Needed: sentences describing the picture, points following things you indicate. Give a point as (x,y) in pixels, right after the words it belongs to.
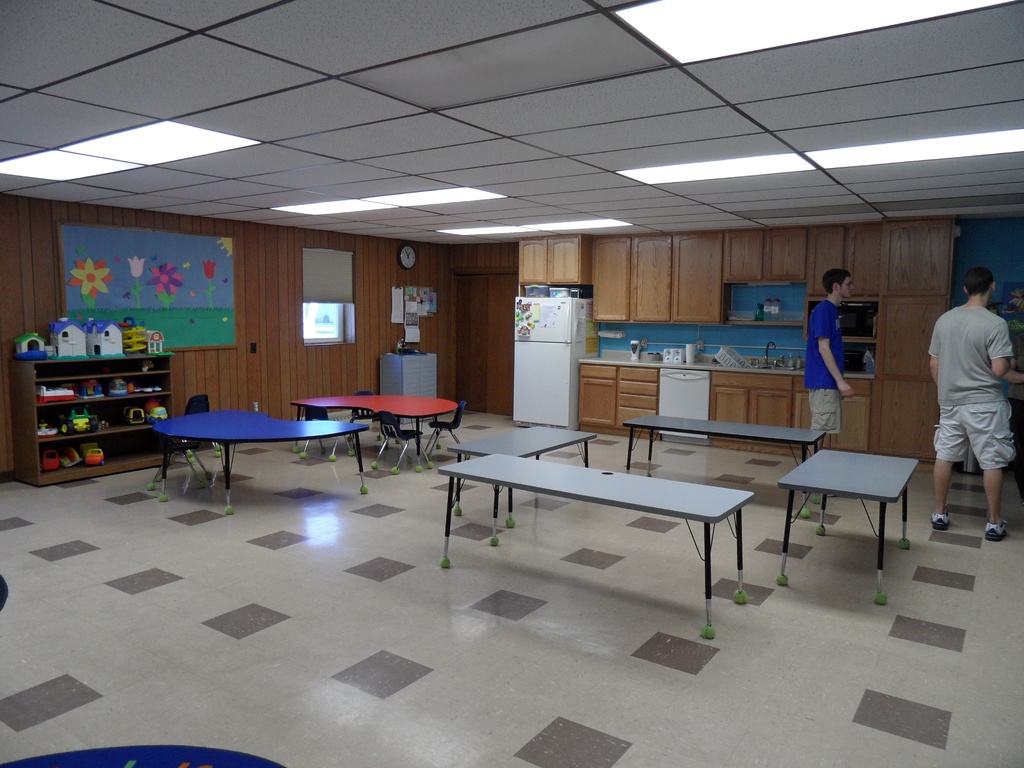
In this image we can see a few tables (709,520), a shelf (87,368) and few objects (62,398) on the shelf (112,367), there is a fridge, cupboards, a picture (187,266) to the wall (291,357), two people (822,337), a few objects (415,261) in a room (504,259) and lights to the ceiling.
